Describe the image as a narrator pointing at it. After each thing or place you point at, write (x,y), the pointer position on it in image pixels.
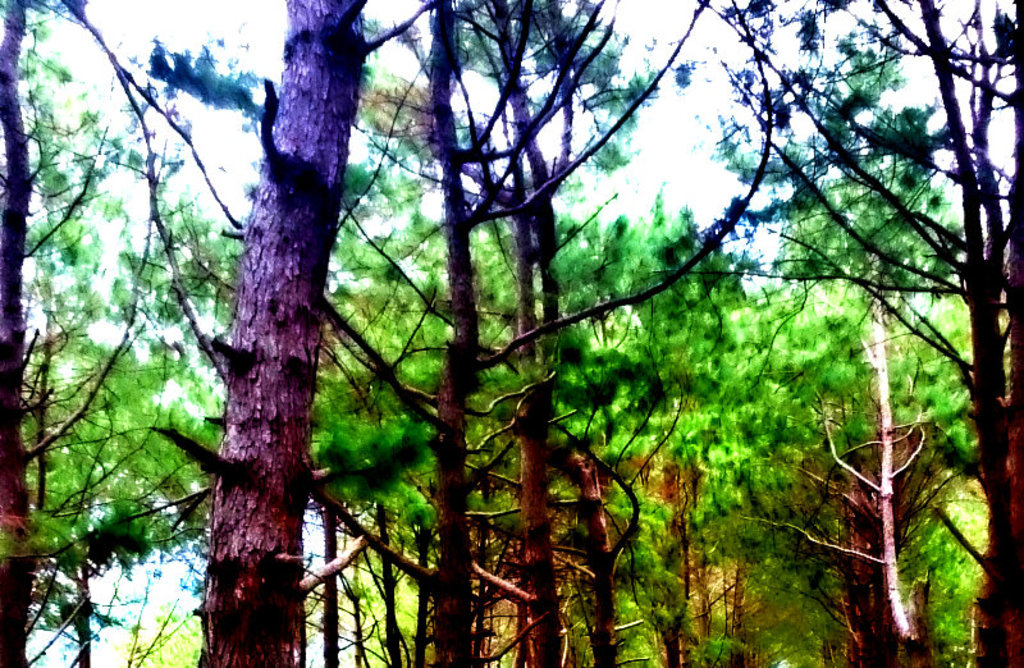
In this image we can see a group of trees (604,470). At the top of the image (531,53) we can see the sky (675,160).
